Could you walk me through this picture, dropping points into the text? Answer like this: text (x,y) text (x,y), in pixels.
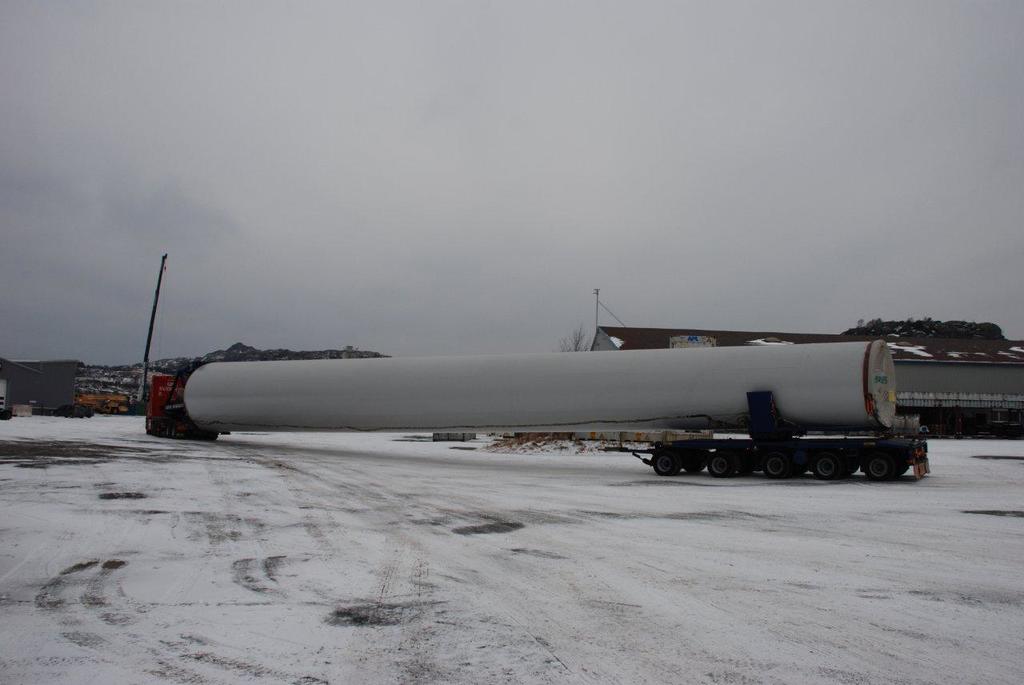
In this image I can see a vehicle (162,424) in the front (589,401) and in the background (908,365) I can see a building (727,341), few poles (595,326), wires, clouds (529,161) and the sky (450,158).
